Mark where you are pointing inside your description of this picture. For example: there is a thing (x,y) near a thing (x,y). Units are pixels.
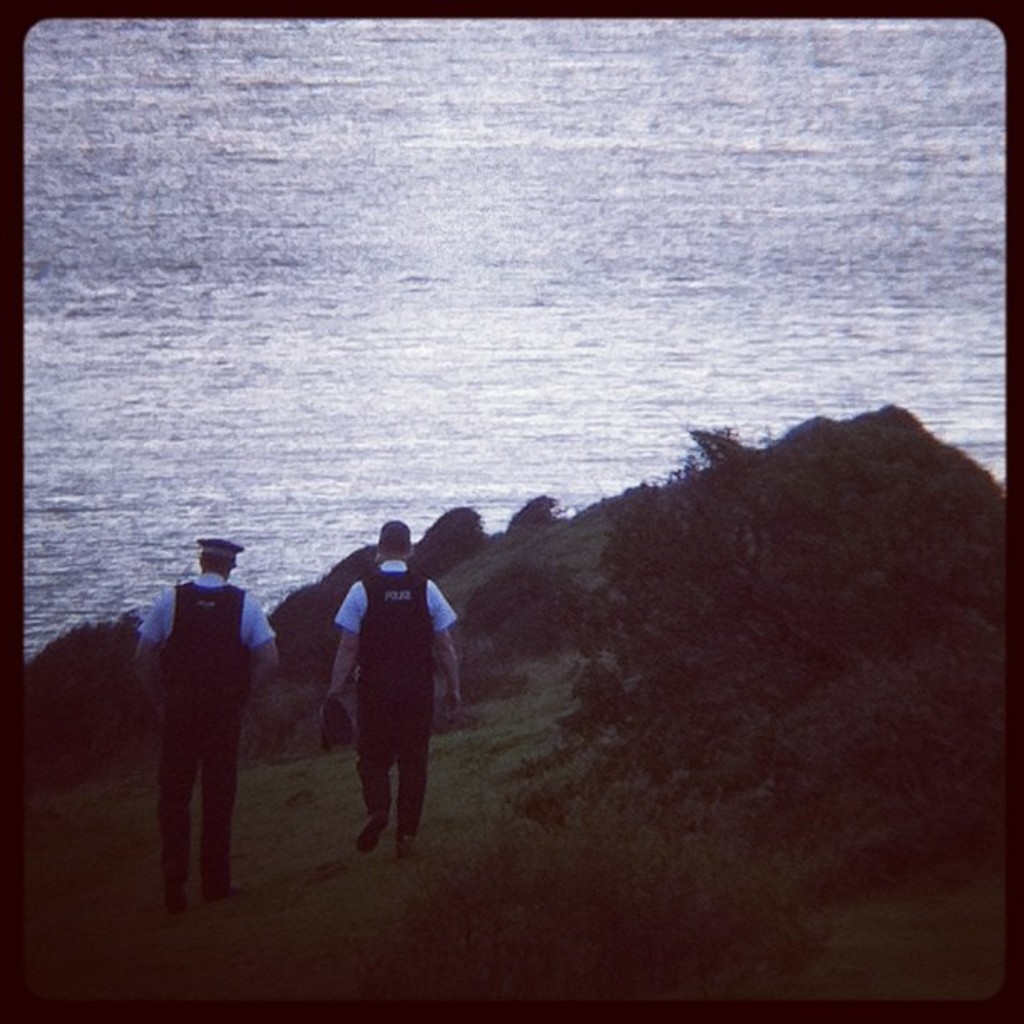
In the image there are two men (340,680) walking. There is a man (374,685) holding the cap (333,735) in hand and there is another man (215,551) with a cap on the head (224,561). There are trees (691,588) on the ground (452,887). In front of them there is water (237,156).
